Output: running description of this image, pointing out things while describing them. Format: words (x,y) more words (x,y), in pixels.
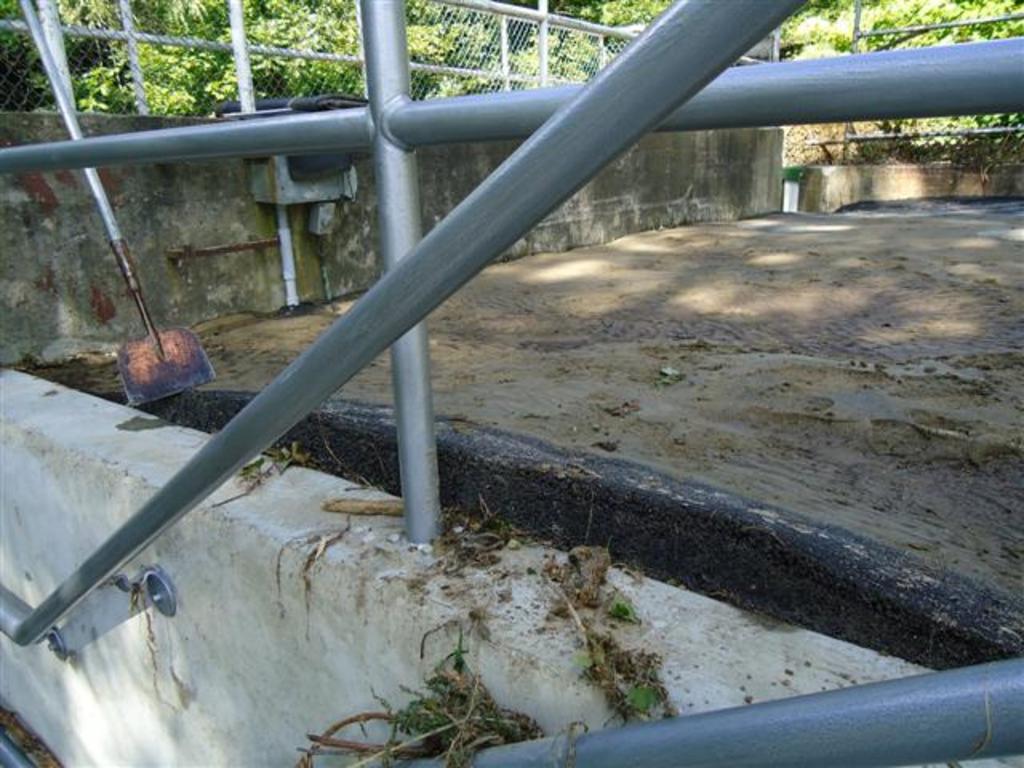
In the image there are metal rods (426,117) in the front (400,381) followed by a mud land (580,390), behind it there is a shovel (166,356) on the left side (172,368) corner inside a fence (73,54), in the background (865,38) there are plants (214,71) and trees (160,71).
